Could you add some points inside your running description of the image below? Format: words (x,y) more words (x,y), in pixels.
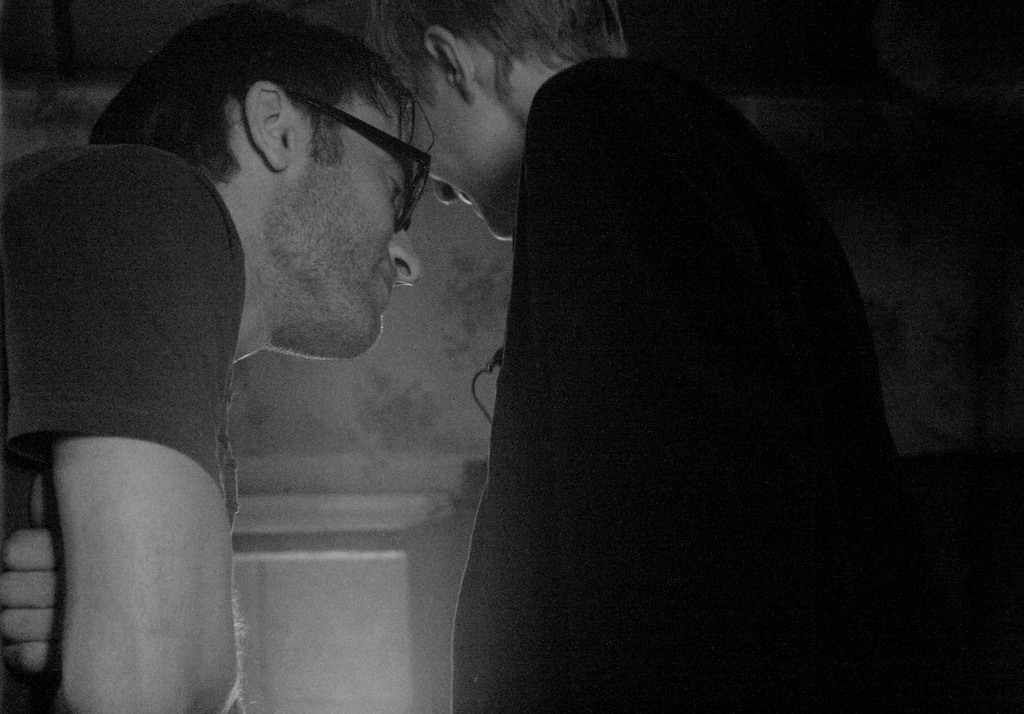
In this image I can see two persons (540,377) standing. The person (358,304) at left (320,287) is wearing spectacles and the image is in black and white.
